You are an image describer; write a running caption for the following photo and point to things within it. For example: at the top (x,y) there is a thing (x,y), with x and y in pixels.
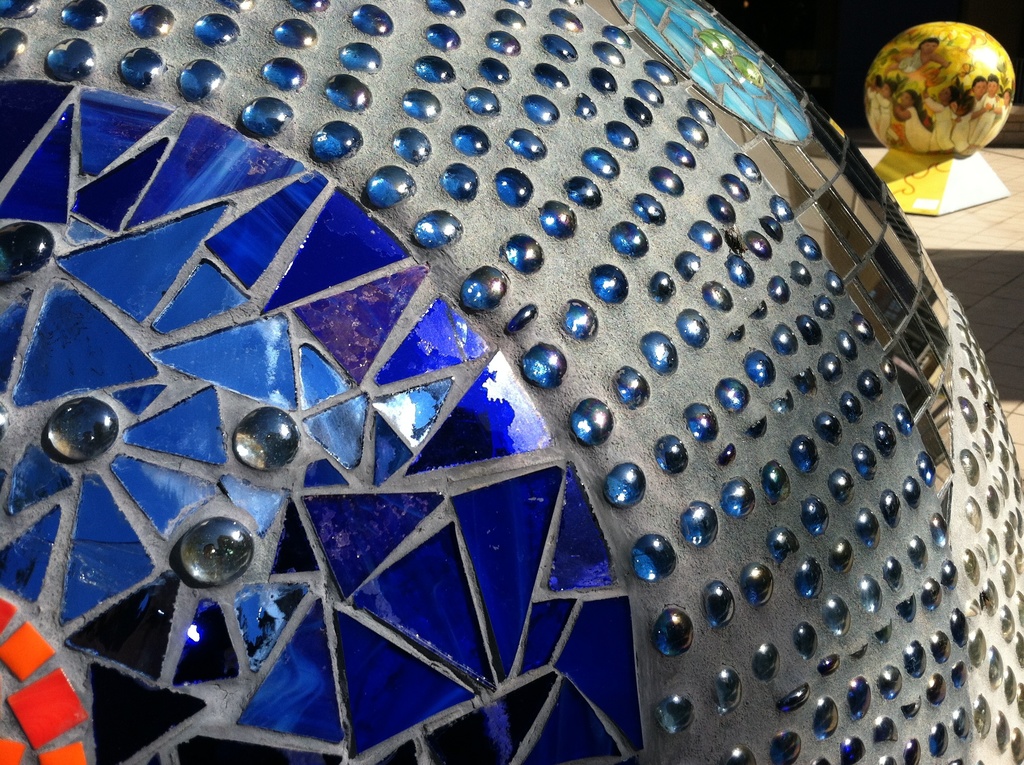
The picture consists of a spherical object (450,174) with orange, blue and other glass materials (84,647) on it. At the top right (968,142) there is a spherical object (973,93) on a table like thing (963,192).
